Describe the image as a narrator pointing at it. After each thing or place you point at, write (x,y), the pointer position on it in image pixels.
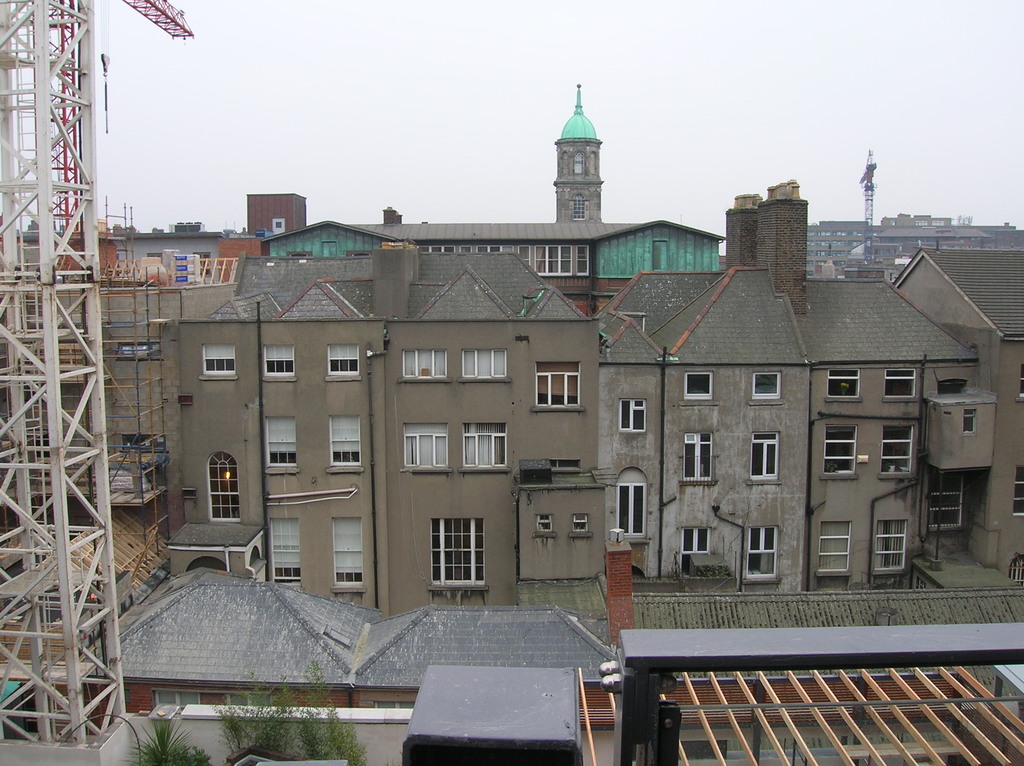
In the foreground of this image (279,711), at the bottom (261,741), there are few plants (227,732). We can also see buildings (533,518) and it seems like cranes (47,99) on the left (13,149). In the background (881,192), there is crane (871,234), few buildings (833,233) and the sky (446,42).
